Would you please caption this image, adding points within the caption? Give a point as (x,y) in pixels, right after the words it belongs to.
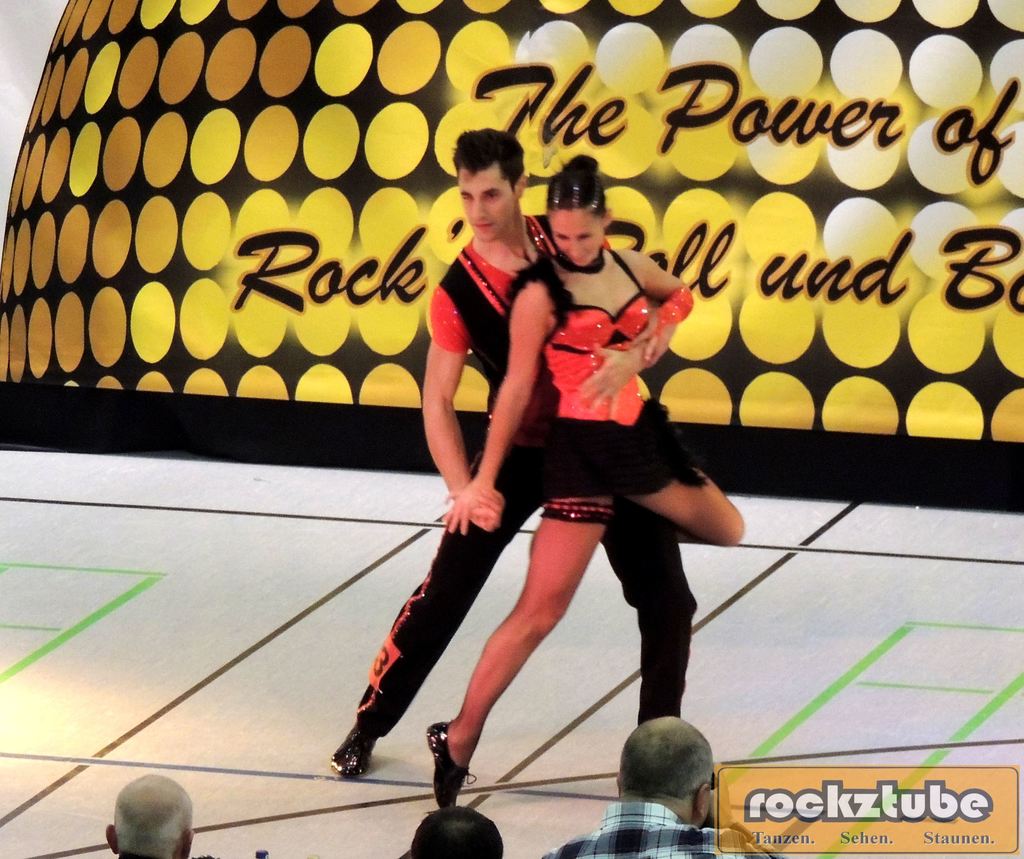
In the picture I can see a man (512,272) and a woman (591,354) are standing together. In the background (378,186) I can see something displaying on the screen (649,252). In the front (813,818) I can see people (596,843) and a watermark (831,796) on the image.
